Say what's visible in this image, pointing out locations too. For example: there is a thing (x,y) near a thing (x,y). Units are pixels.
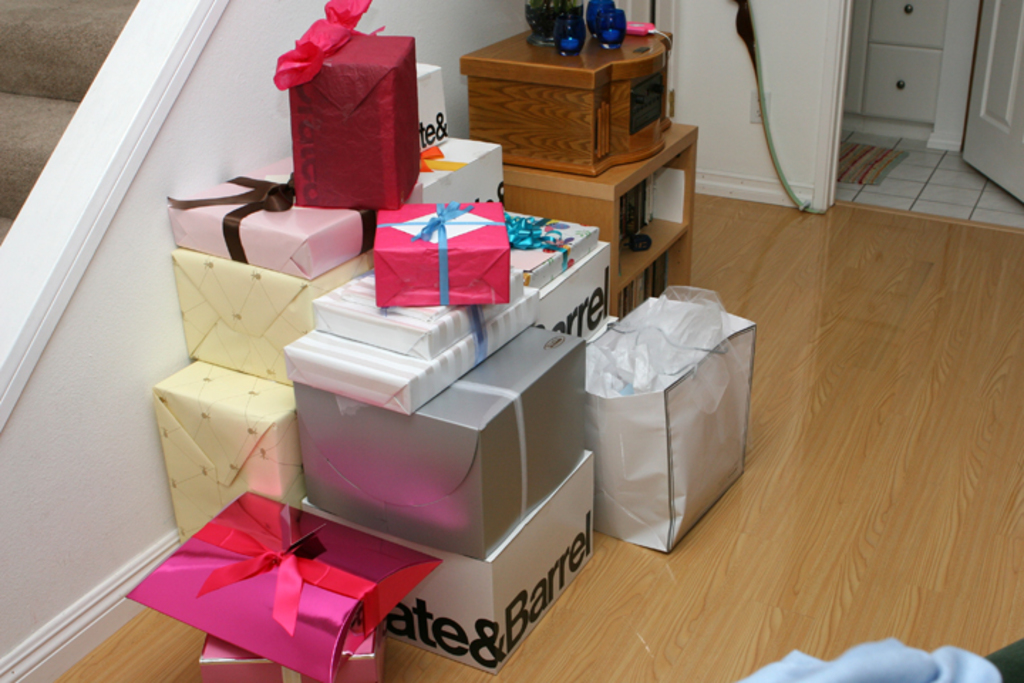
In this image we can see some gift boxes (391,623) and a carry bag (645,527) on the floor (844,568), also we can see a cupboard (653,259) and a wooden box (605,170), on the wooden box (604,89), there are some glasses (570,22) and also we can see the stairs (62,84), door (993,138) and a mat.
